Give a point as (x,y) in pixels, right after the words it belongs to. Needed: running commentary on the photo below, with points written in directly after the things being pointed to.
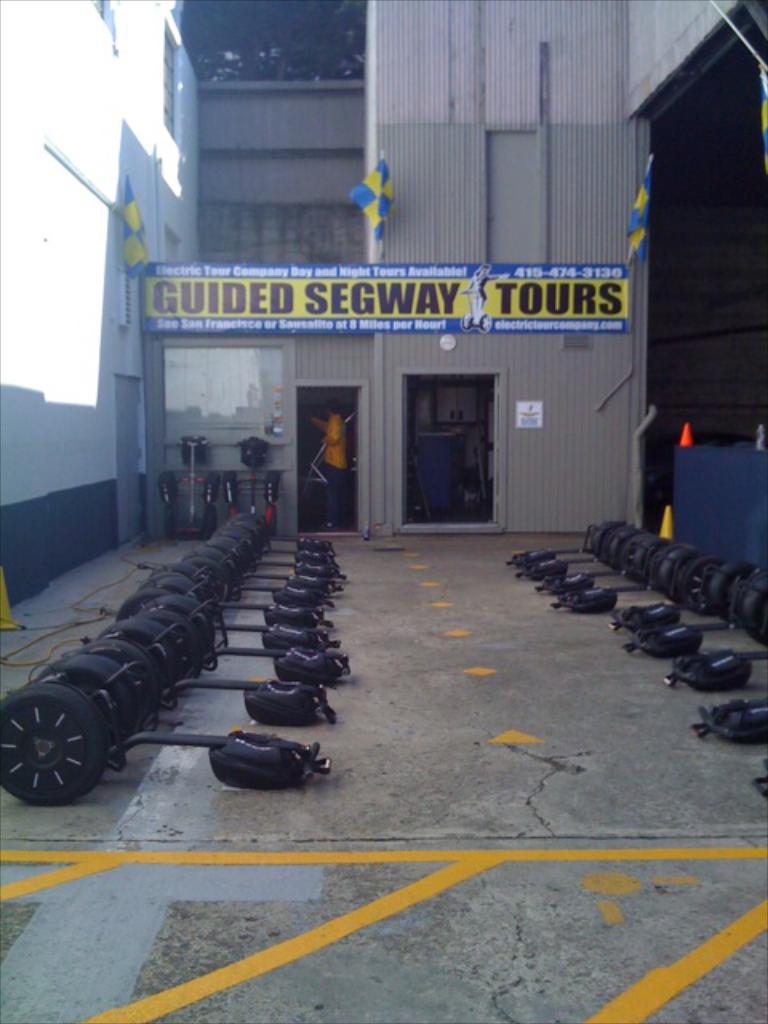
In this image, we can see some black color segways (249,707) on the ground (155,818), we can see a banner (381,329).
